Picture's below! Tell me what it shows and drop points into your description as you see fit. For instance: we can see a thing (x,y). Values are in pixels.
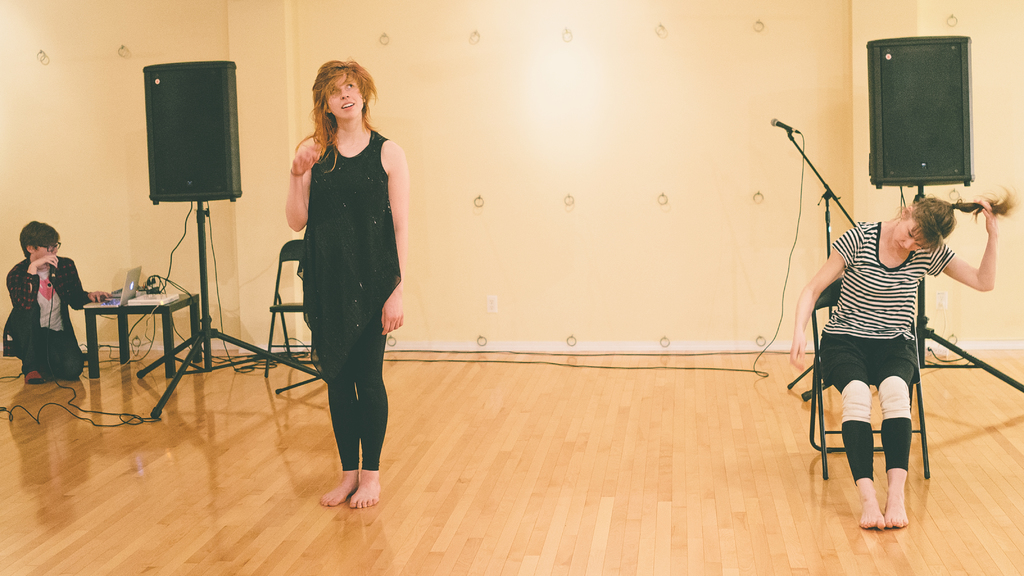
This picture is clicked inside the room (951,331). On the right (957,277) there is a woman (878,273) wearing t-shirt (902,319) and sitting on the chair (825,449). In the center (359,217) there is another woman (348,148) standing on the ground (359,466). On the left (56,316) there is a person (42,233) and seems to be sitting on the floor (108,371) and we can see a laptop (136,280) and some items (144,290) are placed on the top of the table (90,368) and we can see the speakers (890,158) attached to the metal stands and we can see a chair (303,246), microphone (785,124) attached to the metal stand (832,199). In the background (470,99) we can see the wall (275,335) and we can see some other objects (486,308).
